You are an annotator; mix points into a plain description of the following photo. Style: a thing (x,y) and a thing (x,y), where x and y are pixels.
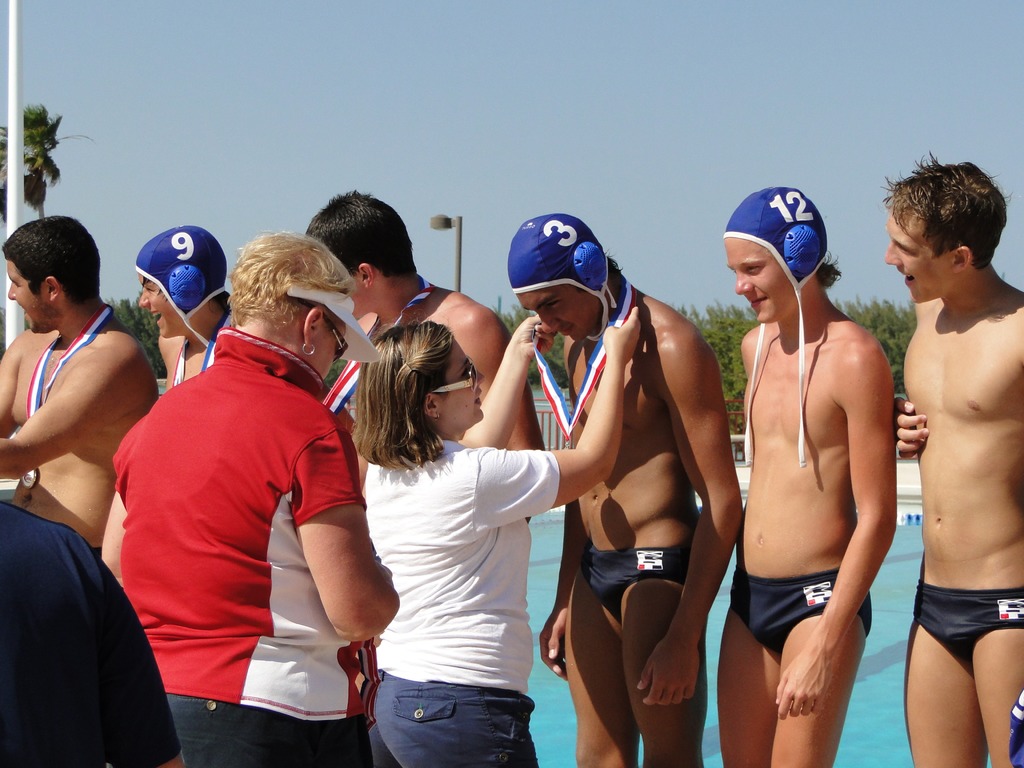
This picture shows few people (358,256) are standing few of them wore caps (540,252) on their heads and a woman (481,416) presenting a medal (622,284) to a man (633,378) with her hands (529,354) and we see another woman (248,472) standing she wore a cap (352,306) on her head (328,328) and we see trees (884,318) and water (551,542) and human (80,634) standing on the side and we see a clear sky (249,105). Both the women (421,487) wore sunglasses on their faces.
